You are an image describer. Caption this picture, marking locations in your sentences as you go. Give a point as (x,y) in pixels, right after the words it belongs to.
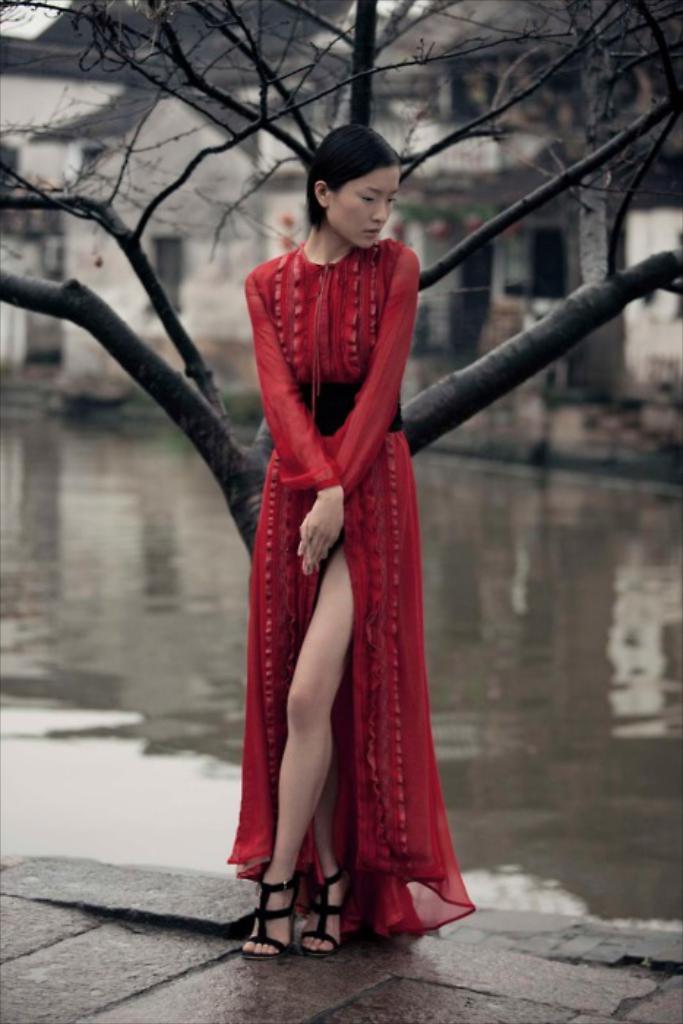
In this image there is a girl (312,639), behind the girl (386,389) there is a tree (491,375), behind the tree (412,430) there is a river (475,589). In the background (466,259) there is a building (431,259).
